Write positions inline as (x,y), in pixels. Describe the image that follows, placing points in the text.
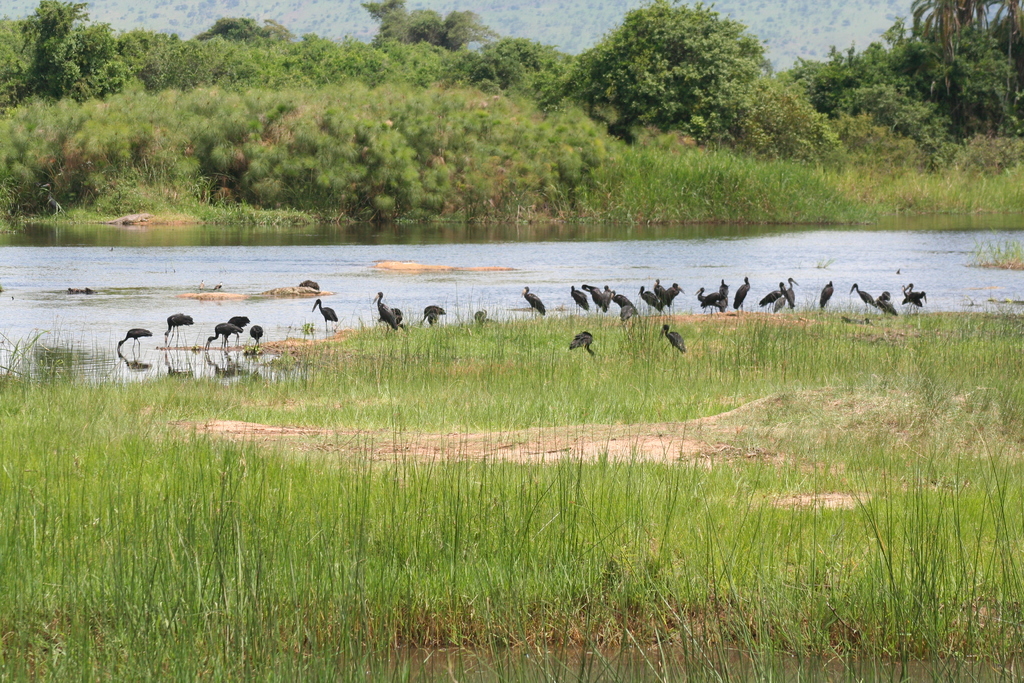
This picture is clicked outside the city. In the foreground (386,486) we can see the green grass (693,386) and the group of birds (537,300) standing on the ground (621,343). In the center (364,278) there is a water body (757,243). In the background (937,201) we can see the hill (556,15), trees (570,72), plants (1016,166) and the grass (846,180).
